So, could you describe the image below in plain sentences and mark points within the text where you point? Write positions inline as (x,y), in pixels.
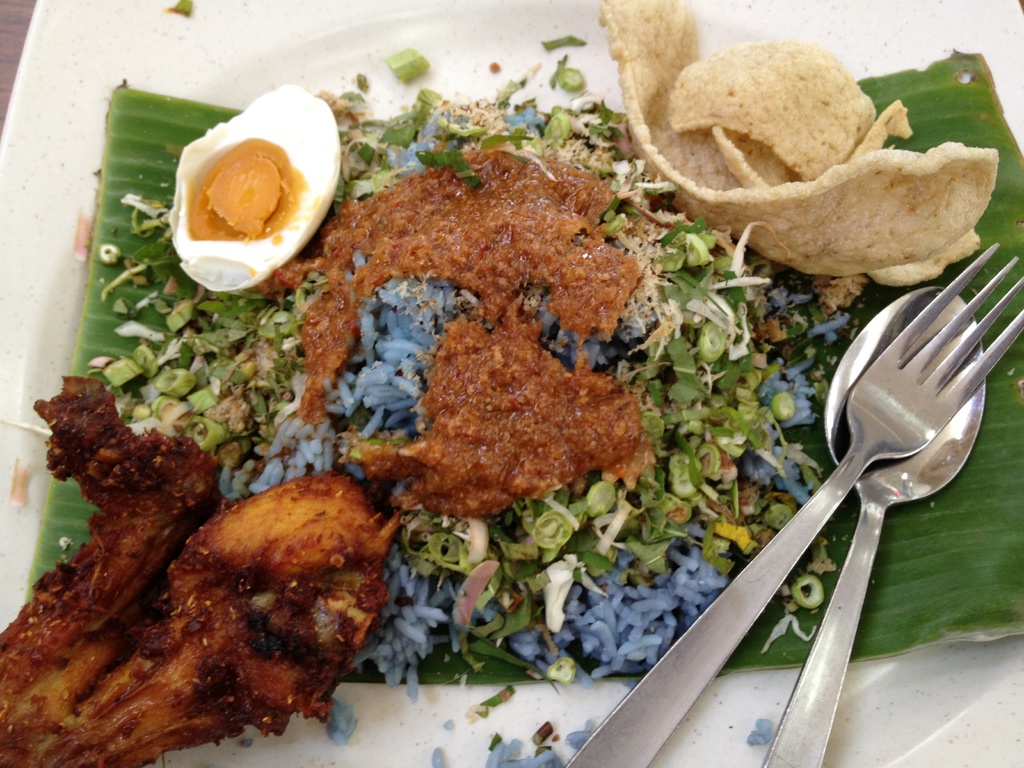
In the image there is a white plate (37,104). On the plate (306,73) there is a banana leaf (1010,545). On the leaf (988,274) there is an egg (308,152), meat (142,526) and some other food items (678,411) on it. And also there is a spoon (816,750) and a fork (887,385).
